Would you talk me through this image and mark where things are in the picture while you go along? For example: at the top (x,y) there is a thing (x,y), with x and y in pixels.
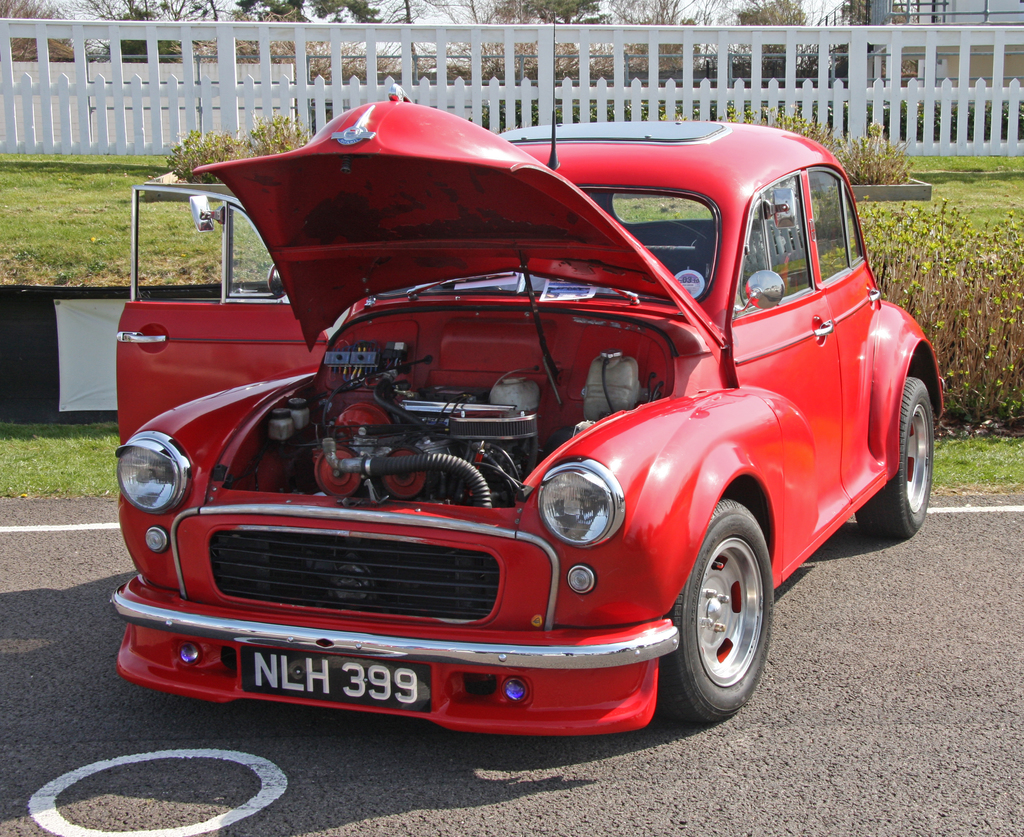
In the center of the image (502,310) we can see a red color car (585,427) on the road (378,815). In the background (960,16) we can see the grass (933,178) and also fence (857,38) and behind the fence (829,52) there is a building (973,16) and also many trees (746,19).
